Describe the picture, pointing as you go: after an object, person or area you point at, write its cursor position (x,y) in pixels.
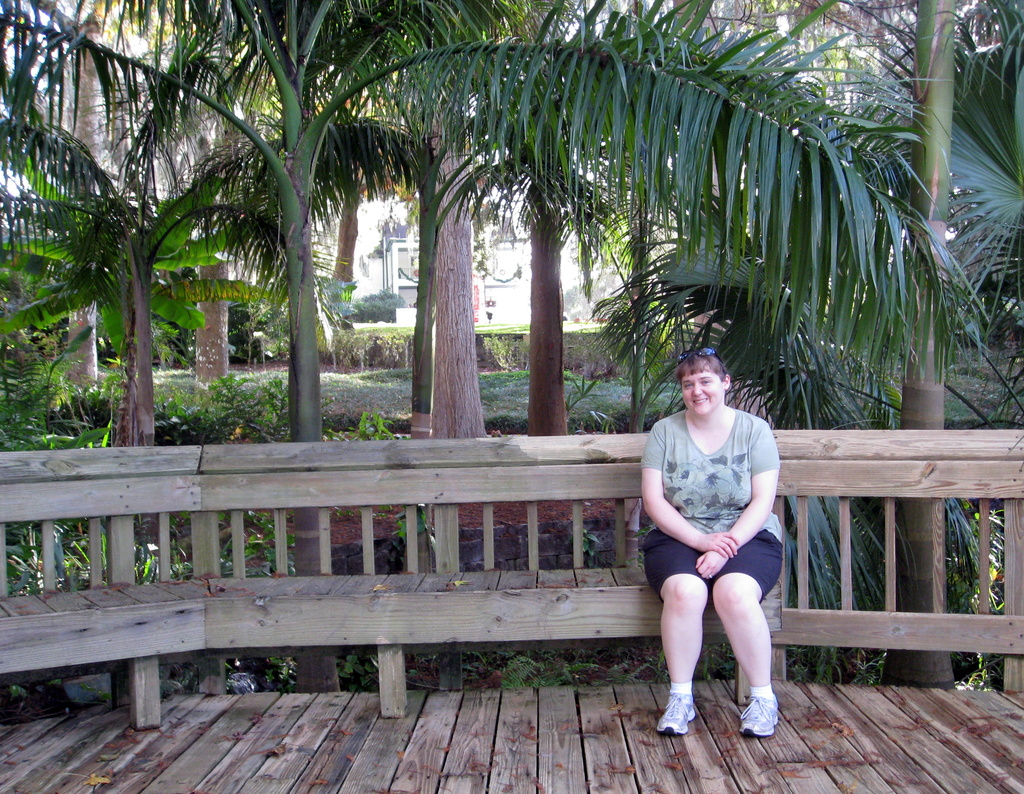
In this image we can see a woman (725,602) sitting on the bench (605,574). In the background (452,246) there are buildings (405,246), trees (475,258), creepers (347,334), ground (609,390) and sky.
